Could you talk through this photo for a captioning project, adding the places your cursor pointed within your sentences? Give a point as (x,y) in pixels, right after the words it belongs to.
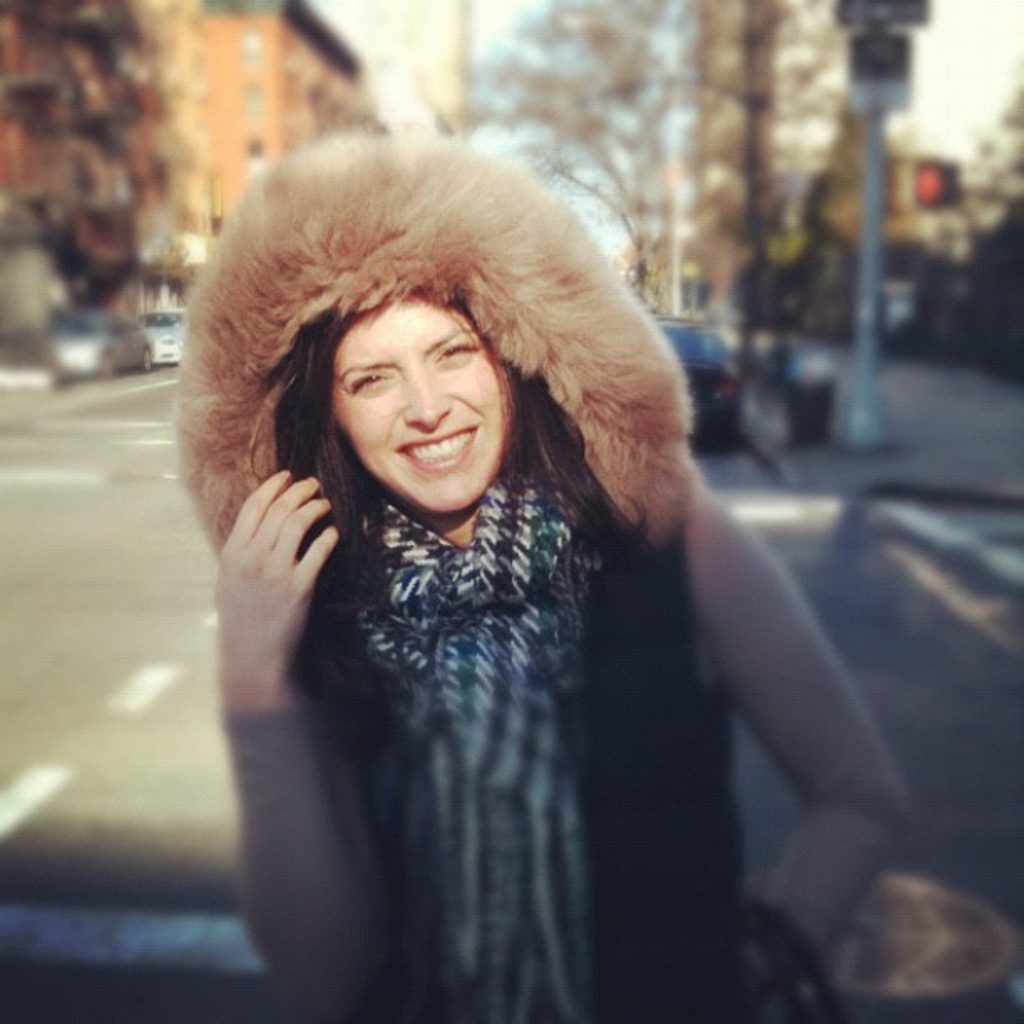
In this image there is the sky (530,21) towards the top of the image (521,10), there are trees (632,134), there are poles (869,310), there is a traffic light (933,176), there are buildings (179,153) towards the left of the image (239,143), there is road (872,570), there are vehicles (720,400) on the road (106,406), there is a woman (344,337) towards the bottom of the image (524,817).
